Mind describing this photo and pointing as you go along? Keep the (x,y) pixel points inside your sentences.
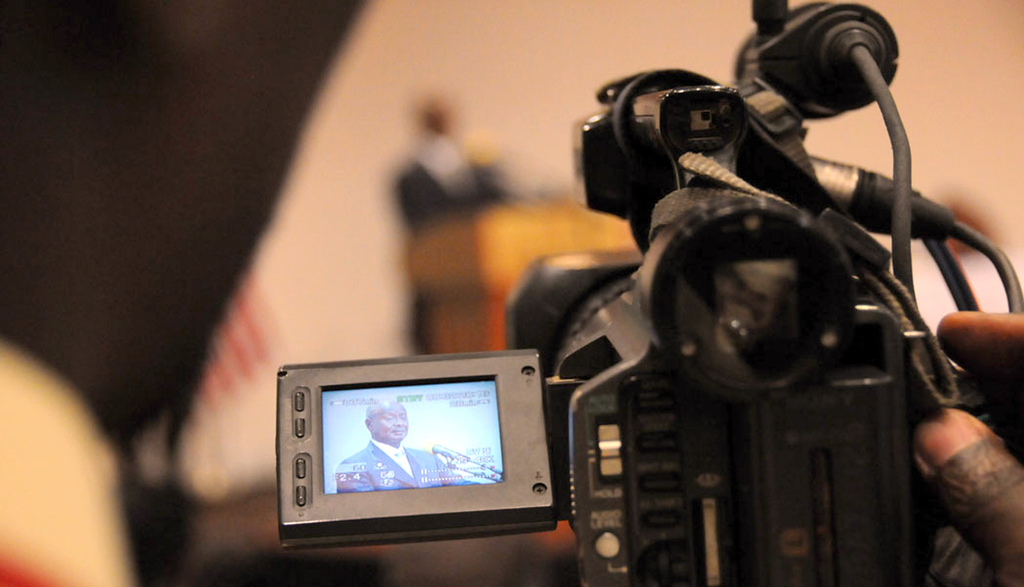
In this image there is a video camera (713,267), in the background (998,146) it is blurred.
